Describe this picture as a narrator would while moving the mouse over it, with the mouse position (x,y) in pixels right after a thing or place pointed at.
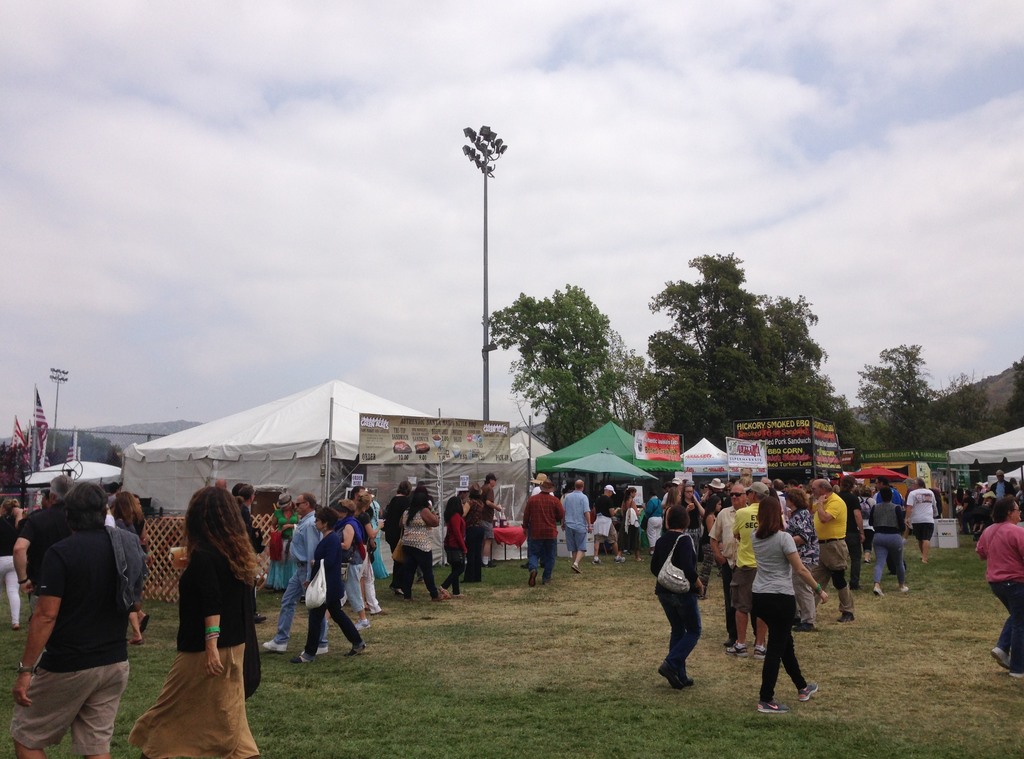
In the foreground (599,611) I can see a crowd (733,606) on grass (593,672), tents (503,482), boards (782,460), flag poles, street lights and trees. At the top (422,225) I can see the sky (554,225). This image is taken may be during a day.
